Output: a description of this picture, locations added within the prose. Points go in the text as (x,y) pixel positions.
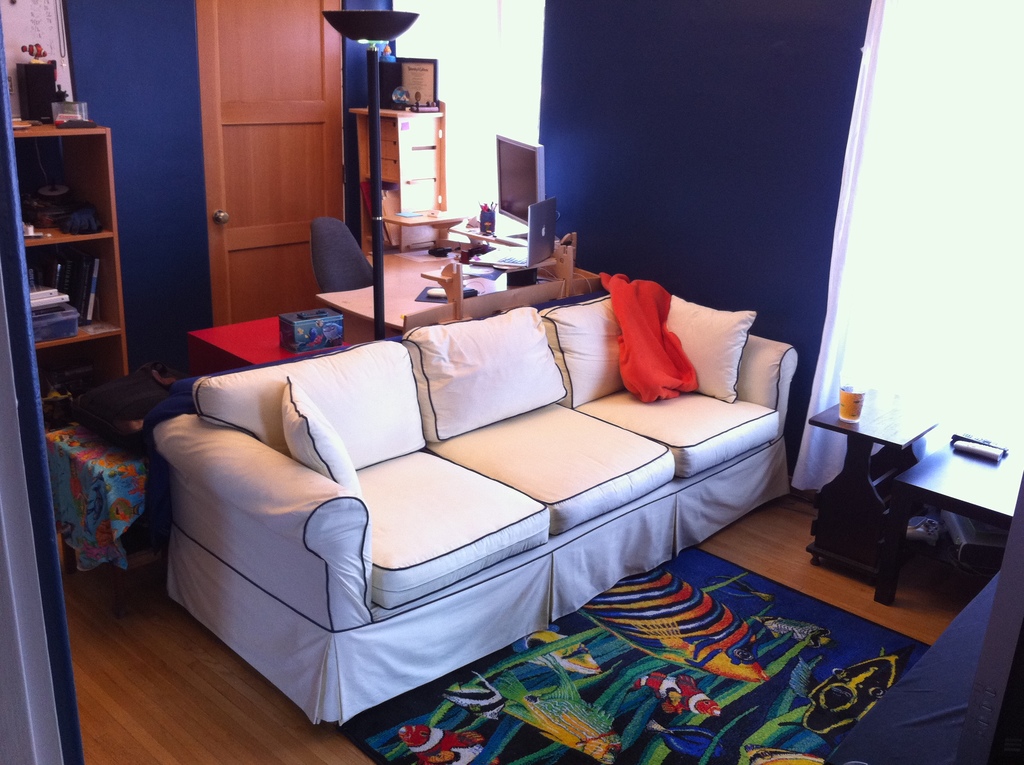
In the picture we can find a sofa (351,360) with pillows (702,369) it is white in colour, just behind it we can find tables (415,258), one is red and one is white and just behind it we can a door (255,296) which is wooden and blue wall (695,143) and we can also find some racks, computer (502,251) and pen stand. In front we can find a carpet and some tables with glass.
